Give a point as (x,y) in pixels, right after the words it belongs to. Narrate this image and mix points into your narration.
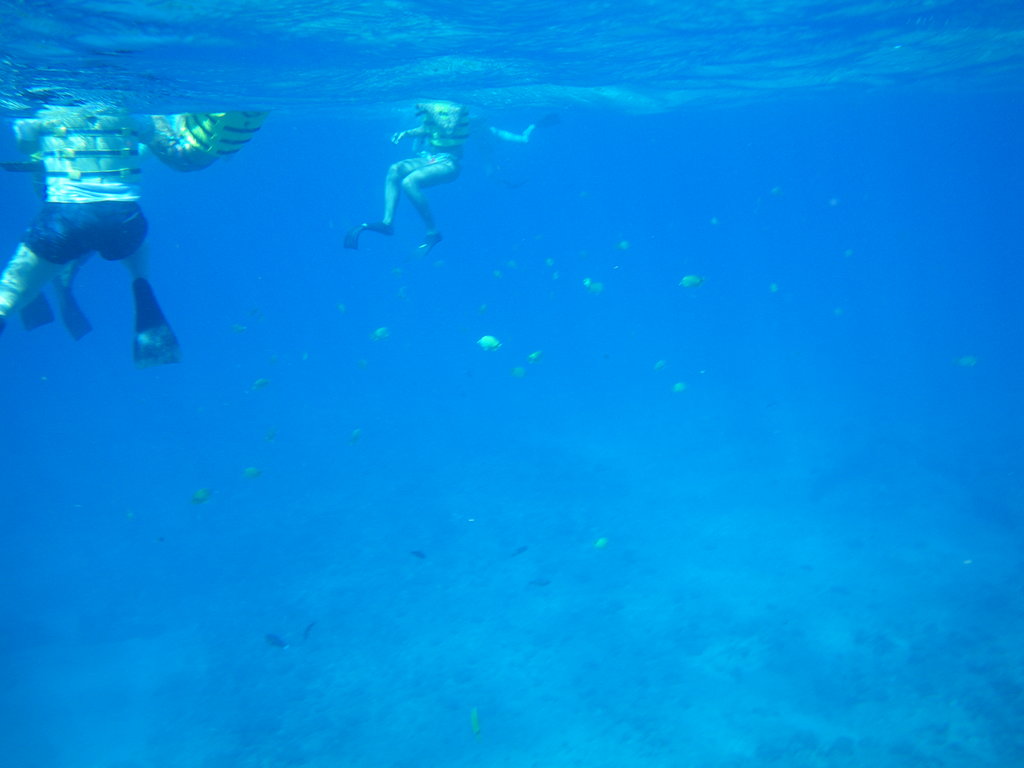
It is an underwater image, there are few people (55,221) swimming in the sea (598,135) and below them there are small fishes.
